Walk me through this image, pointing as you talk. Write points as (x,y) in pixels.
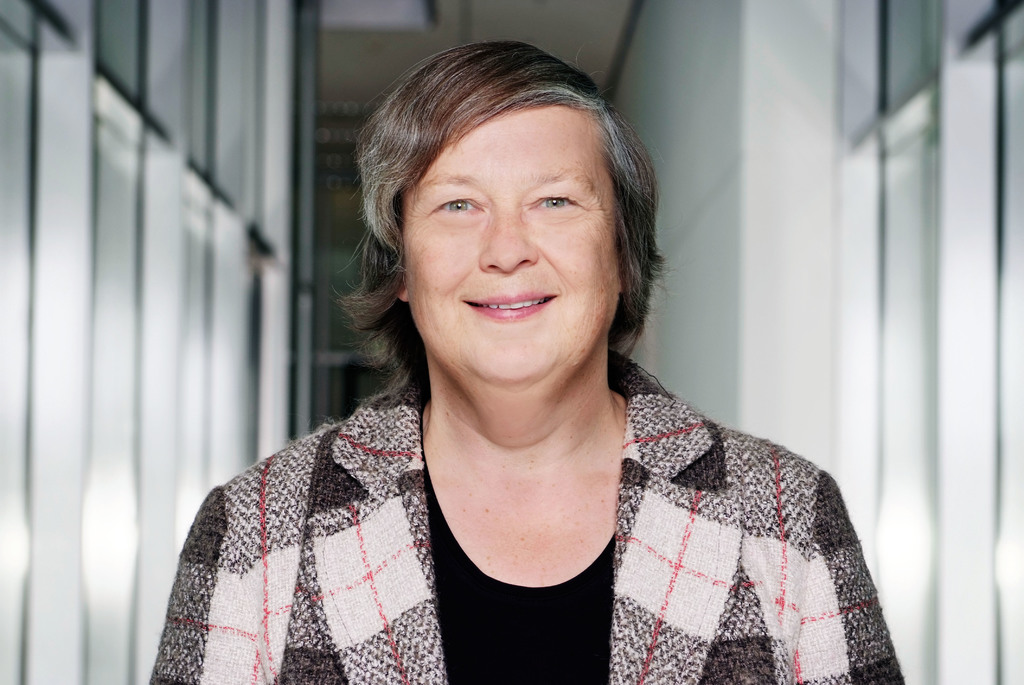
A person (464,536) is smiling and wearing a blazer (296,671) and a black t shirt (511,621).
